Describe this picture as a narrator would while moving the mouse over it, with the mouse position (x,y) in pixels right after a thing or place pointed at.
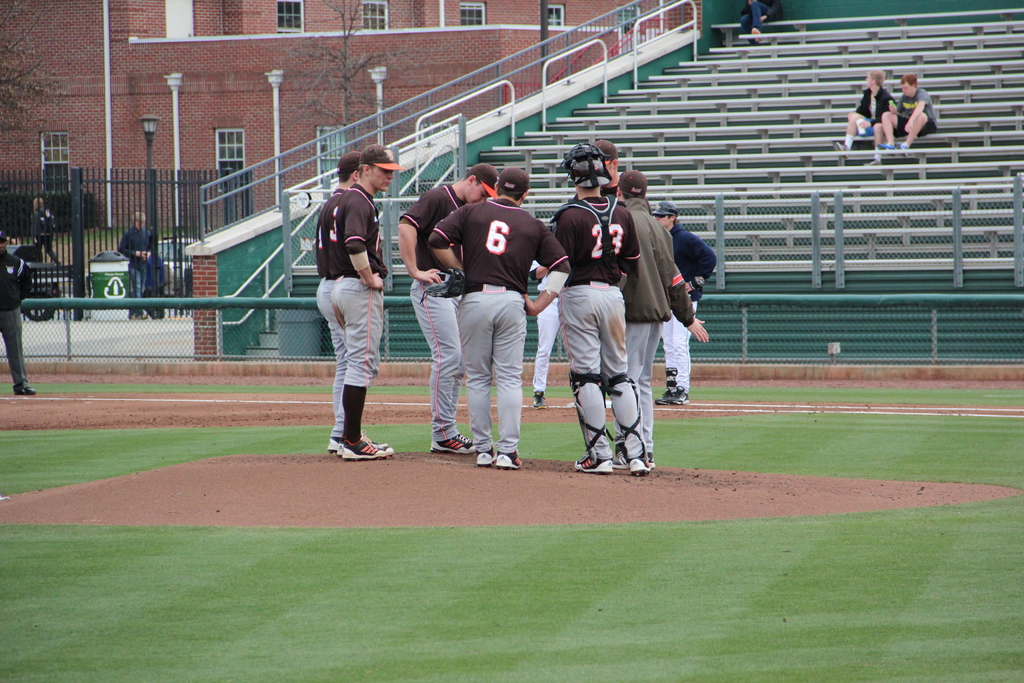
In this image we can see the players (426,286) standing on the ground (473,529). In the background (910,106) we can see three people (887,101) sitting on the benches (864,177). We can also see the fence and behind the fence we can see the black color fence (80,216), building (234,48), trees (43,101) and also a light pole (149,118).
